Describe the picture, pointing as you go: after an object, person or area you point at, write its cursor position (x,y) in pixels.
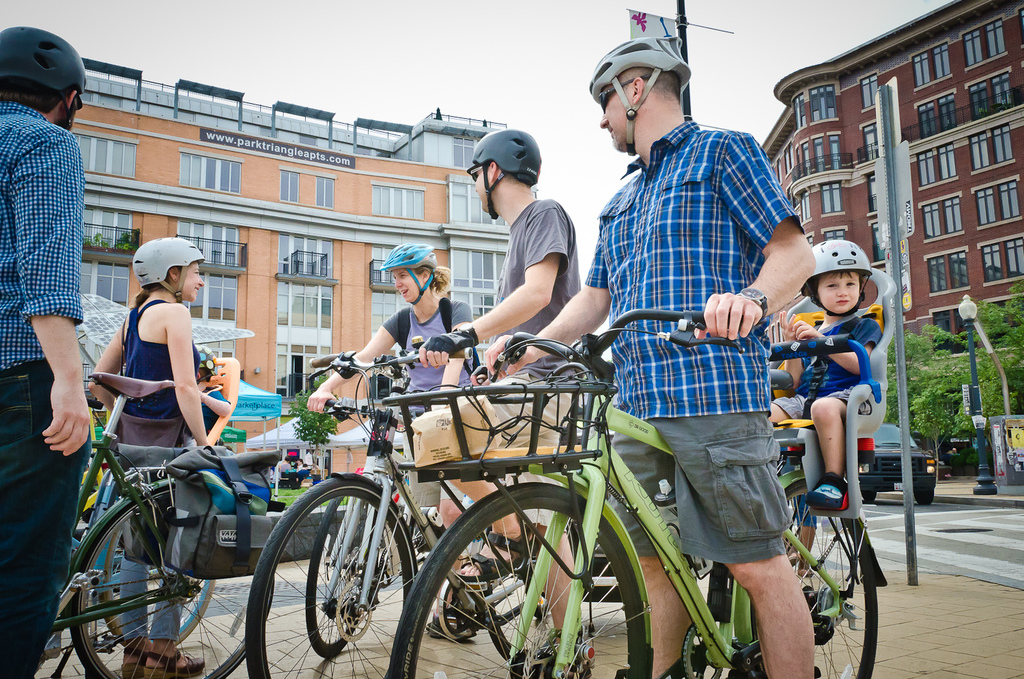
In this picture there are few people (719,368) who are standing and holding a bicycle (791,354). There is a boy (842,360) sitting on the bicycle (854,437). There is a car (887,450), pole (897,311) and a building (309,241). There is a tree (930,372). There is a bag (203,496).
